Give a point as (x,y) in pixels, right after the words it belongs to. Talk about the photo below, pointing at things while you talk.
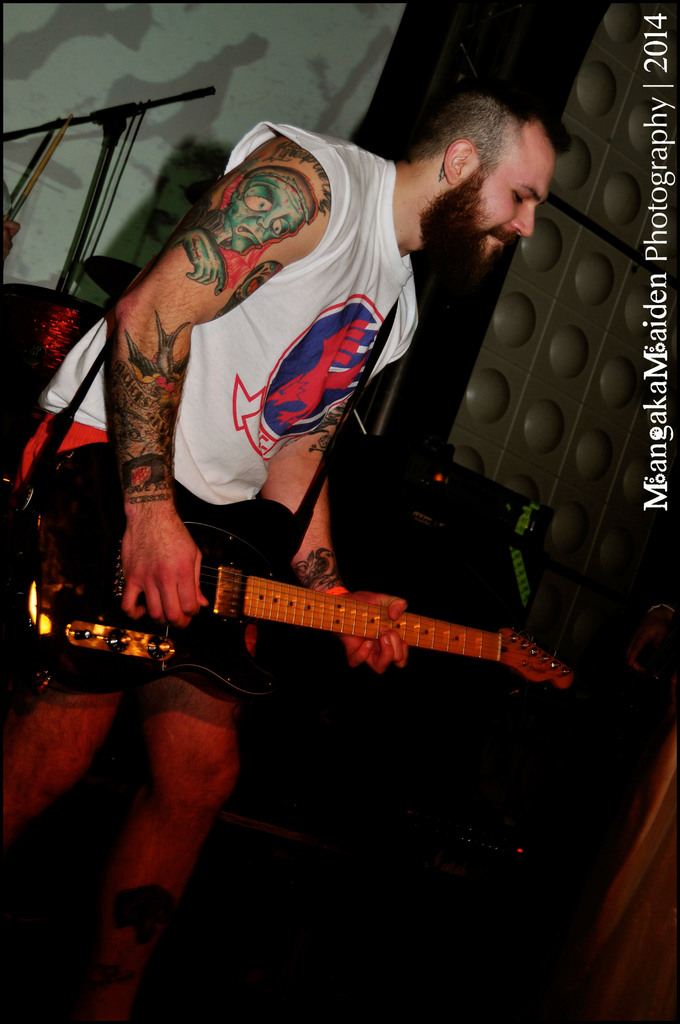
This image is clicked in musical concert. There is a person (71,374) in this image, he is holding guitar (510,649) and playing it. Behind him there are drums (91,265) and drumsticks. There is a screen (282,100) behind him. He wore white color shirt (215,476) and black color short (14,660).
